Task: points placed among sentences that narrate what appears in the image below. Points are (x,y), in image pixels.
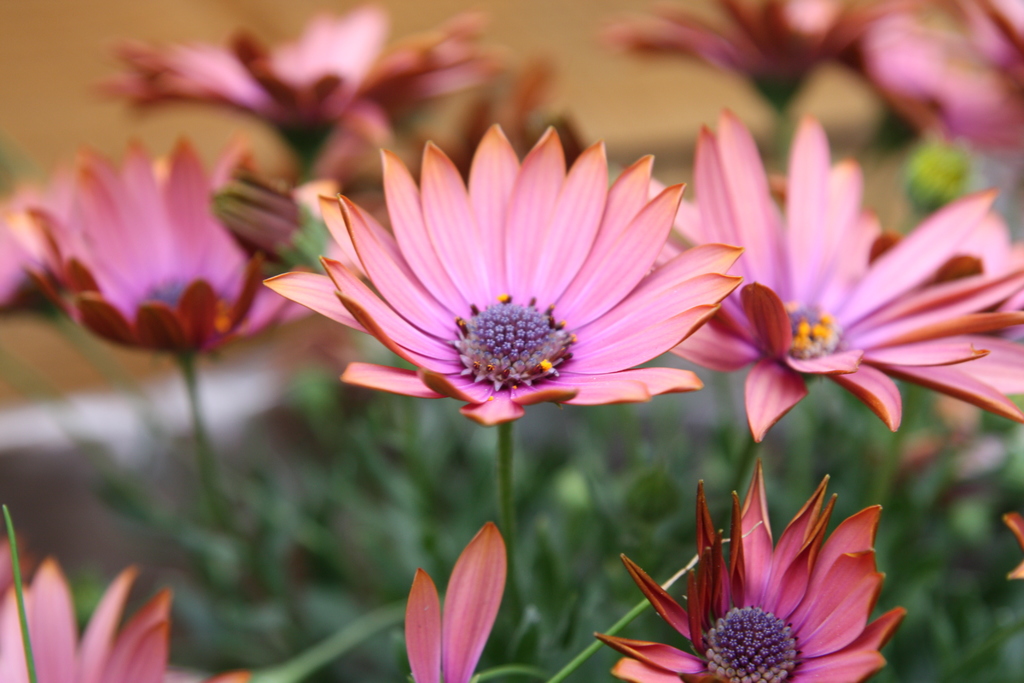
In this picture we can see flowers (412,242) and plants (526,500) Behind the flowers (508,260) there is a wall (560,63).
